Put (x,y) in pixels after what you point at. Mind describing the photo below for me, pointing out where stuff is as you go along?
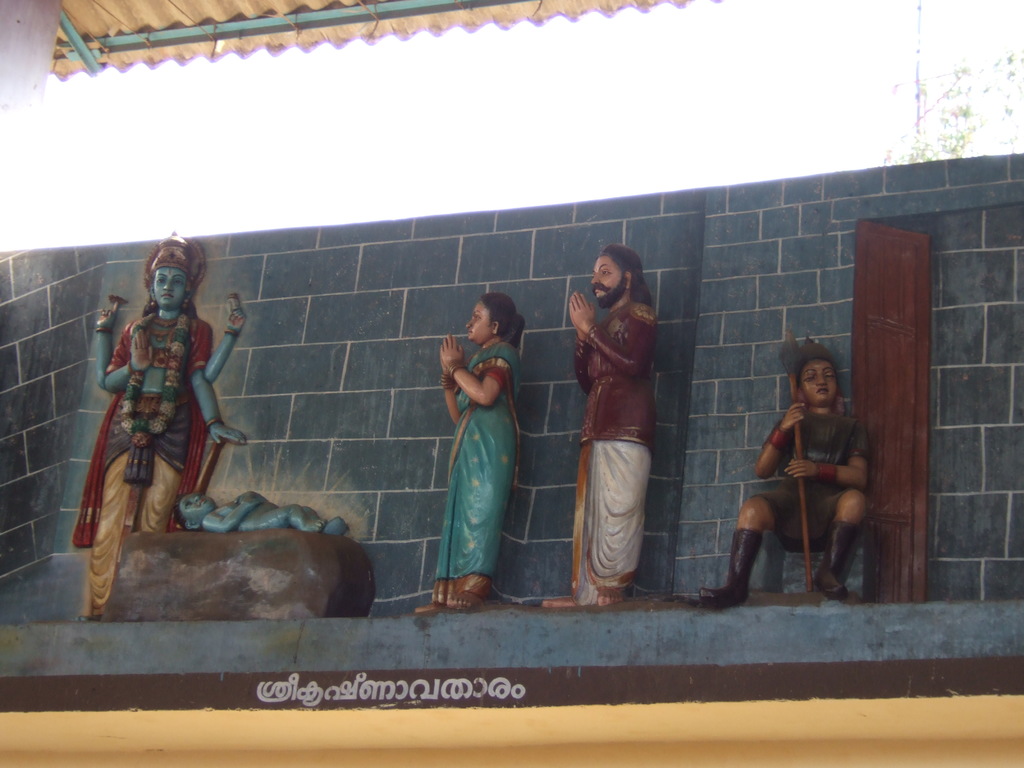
This image is consists of visual arts (214,429).
